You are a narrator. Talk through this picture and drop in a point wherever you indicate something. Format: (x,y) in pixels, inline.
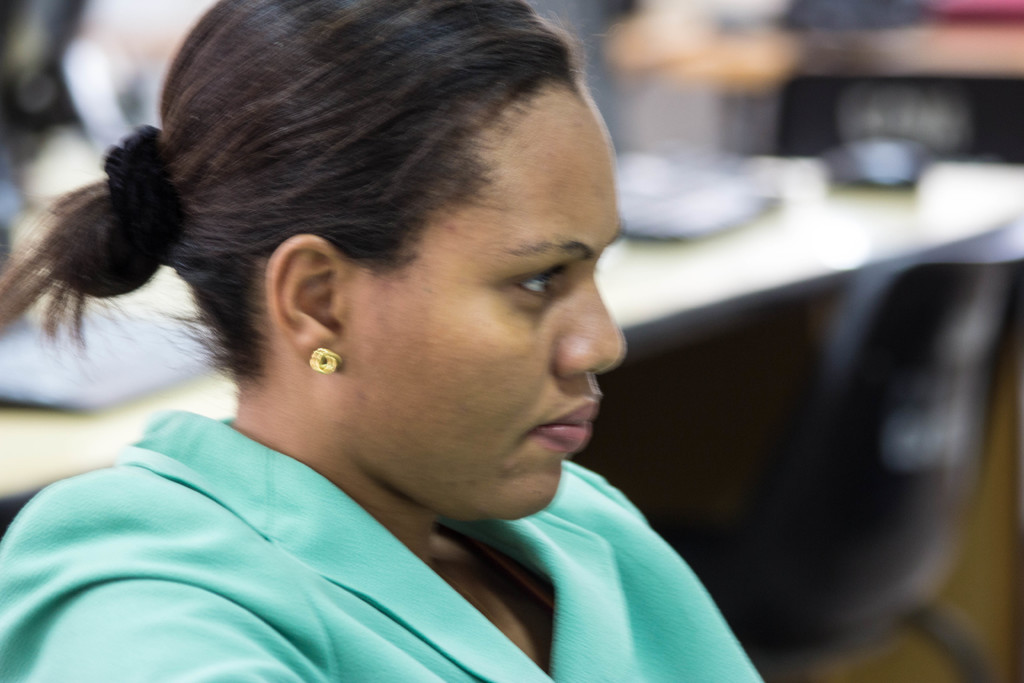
In this image there is a lady (439,672) sitting on a chair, in the background (786,466) it is blurred.
